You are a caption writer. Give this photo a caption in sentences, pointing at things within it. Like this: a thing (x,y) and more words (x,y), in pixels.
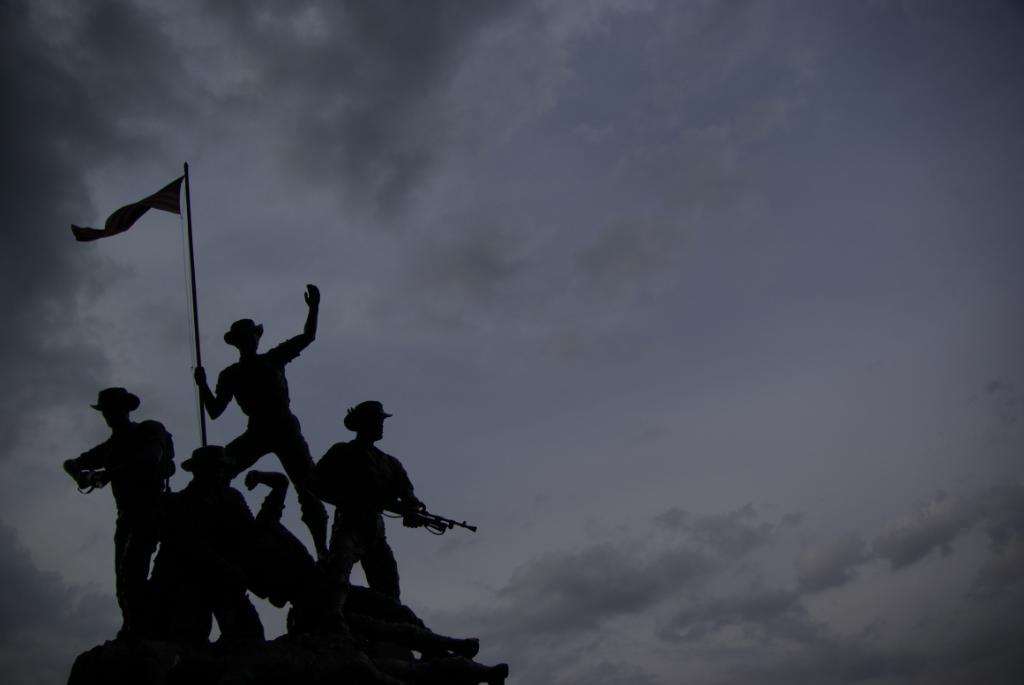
In this image we can see there is a sculpture (379,465) of so many soldiers (357,465) holding weapons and flag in between them.
